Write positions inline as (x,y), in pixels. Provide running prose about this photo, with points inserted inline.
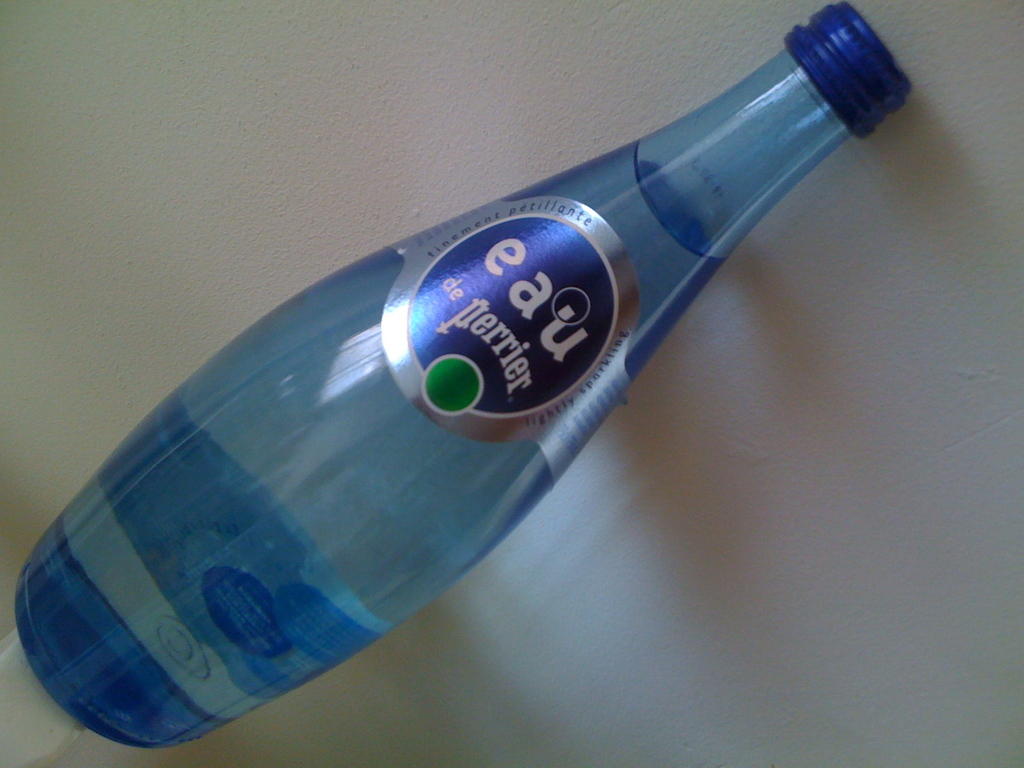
In the center (432,417) we can see one water bottle (563,309).
